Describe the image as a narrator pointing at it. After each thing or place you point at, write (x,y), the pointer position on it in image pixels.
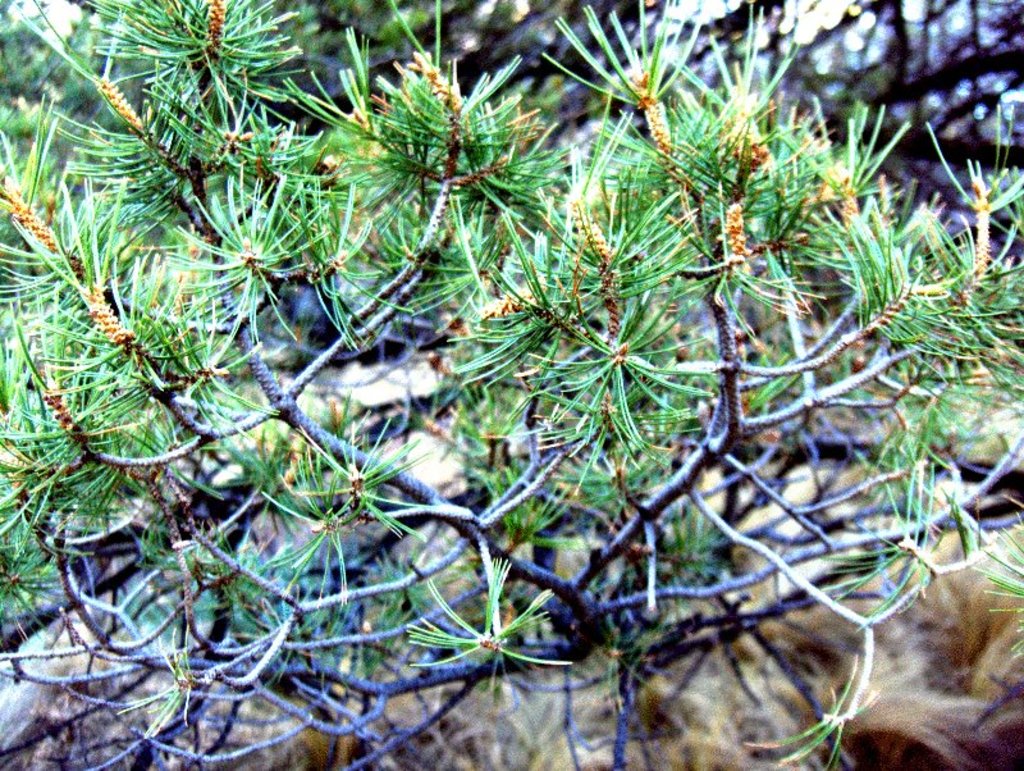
In this image in the front (496,342) there are plants (543,325) and the background (933,712) is blurry.
